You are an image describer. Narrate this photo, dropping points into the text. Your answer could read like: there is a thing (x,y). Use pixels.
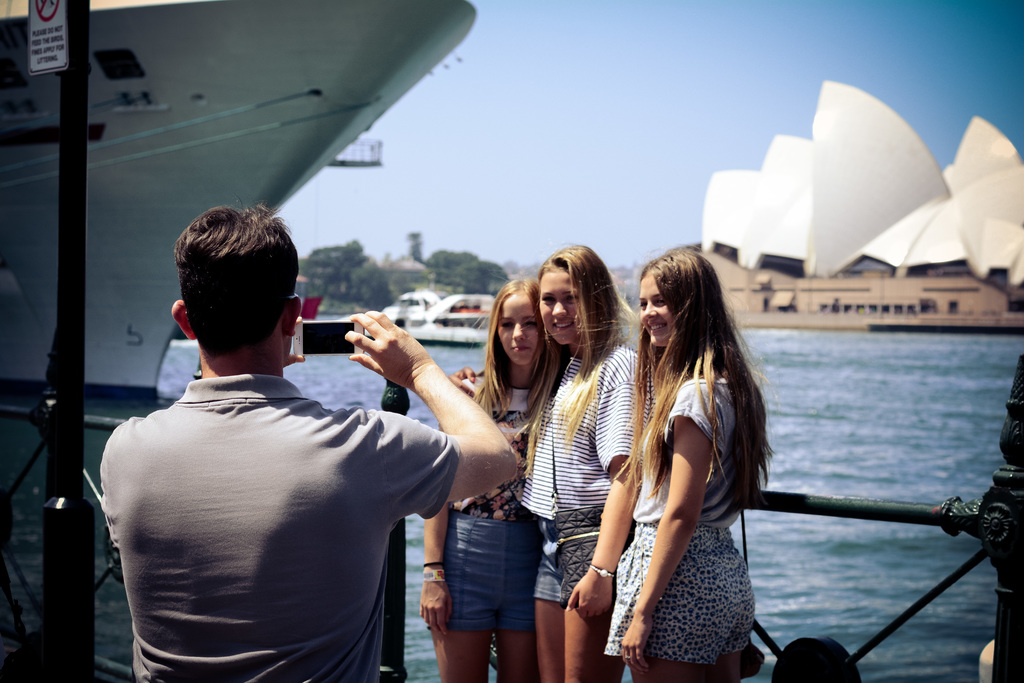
In this picture, we can see there are four people (350,517) standing on the path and a man (283,406) is holding a mobile (313,329). Behind the people (384,474) there is a fence (38,410), ship (105,376) on the water (182,348), trees (384,282), sky (396,224) and a Sydney opera house (808,183).
